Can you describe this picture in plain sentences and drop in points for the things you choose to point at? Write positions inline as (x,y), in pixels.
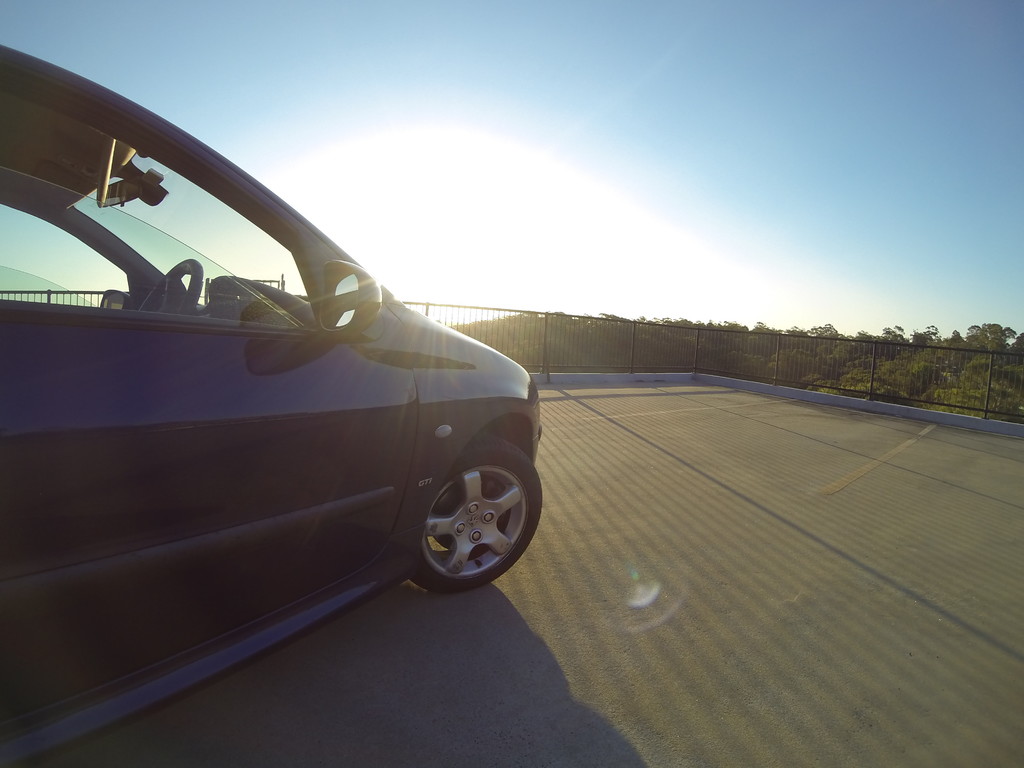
In this image I can see a vehicle (57,534), fencing (762,333), trees (713,326) and the sky (676,196) is in blue and white color.
